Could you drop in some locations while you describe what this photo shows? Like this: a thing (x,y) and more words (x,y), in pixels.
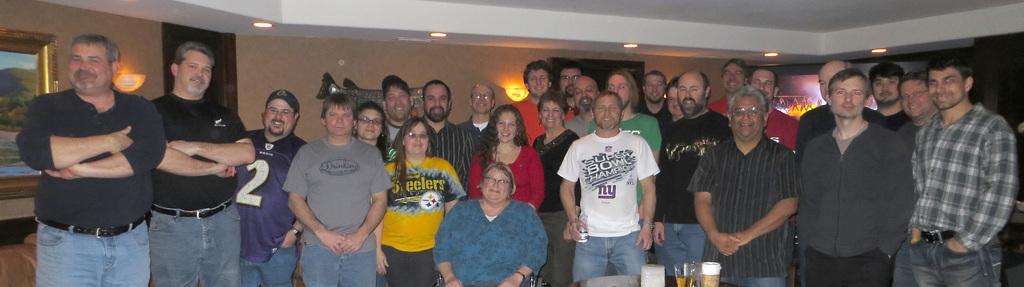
In this image we can see group of people (744,144). There is a table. On the table (695,275) we can see glasses (681,285). In the background (323,75) we can see wall (128,29), ceiling (528,40), lights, frame (2,48), screen (796,107), and objects (348,84).
